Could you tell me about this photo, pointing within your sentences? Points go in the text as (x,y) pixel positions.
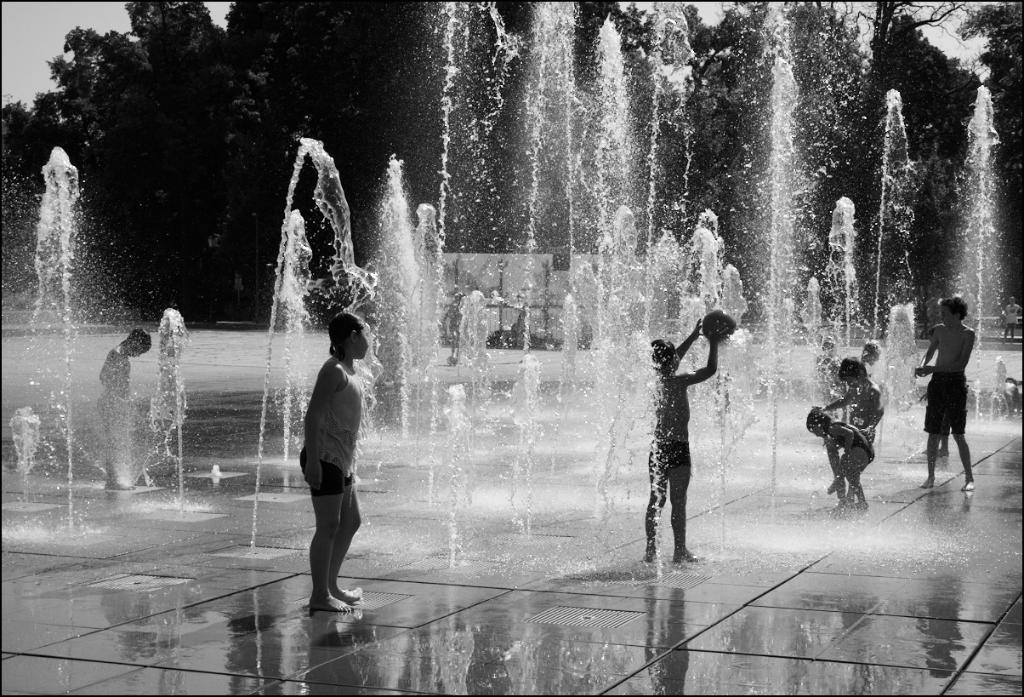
In this picture we can see children (696,337) are playing in the water (373,267), around we can see some trees (208,228).
